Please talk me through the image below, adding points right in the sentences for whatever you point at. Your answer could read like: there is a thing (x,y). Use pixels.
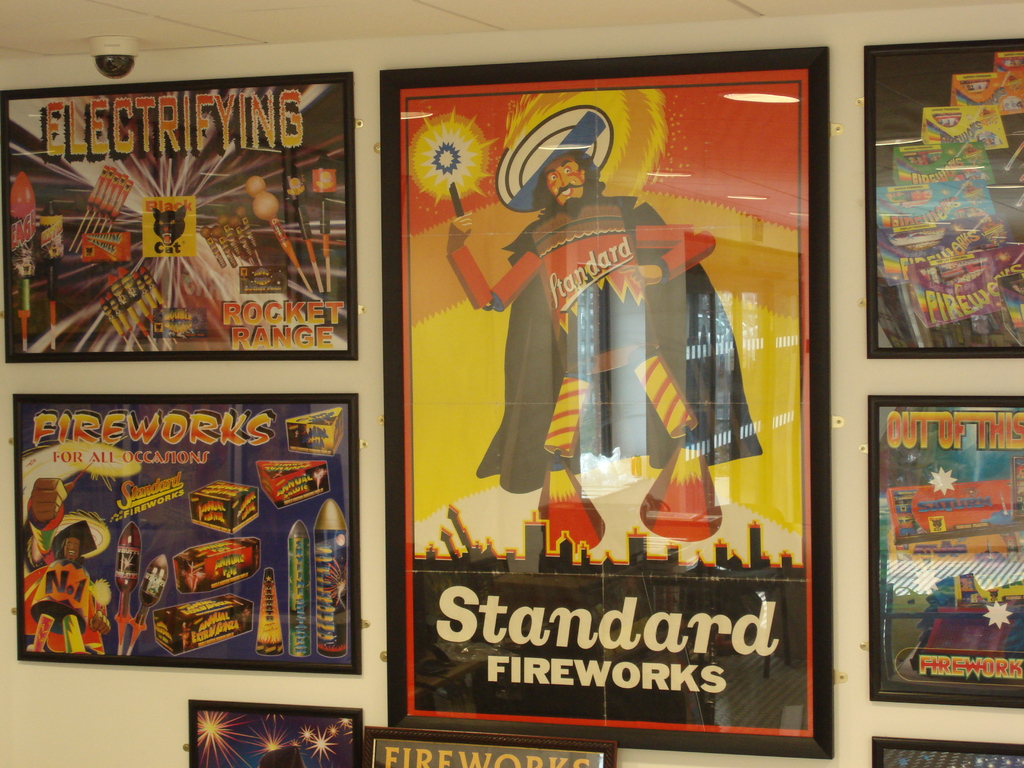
In this image we can see some photo frames (342,356) with some text (324,316) and images (491,437) on the wall (368,376).
